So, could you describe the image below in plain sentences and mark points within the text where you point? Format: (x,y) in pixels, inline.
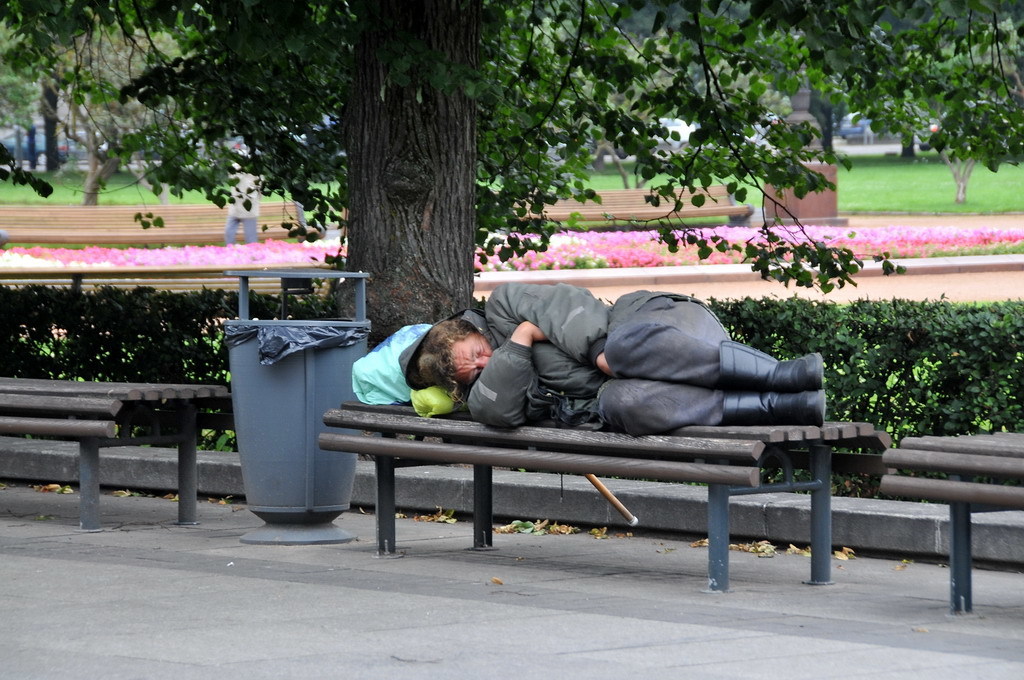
As we can see in the image there are trees (494,106), flowers (622,234), plants (896,339) and benches (517,444). There is grass (71,193), dustbin (305,419), a person (601,371) wearing grey color jacket (581,349) and sleeping on bench (598,449).
